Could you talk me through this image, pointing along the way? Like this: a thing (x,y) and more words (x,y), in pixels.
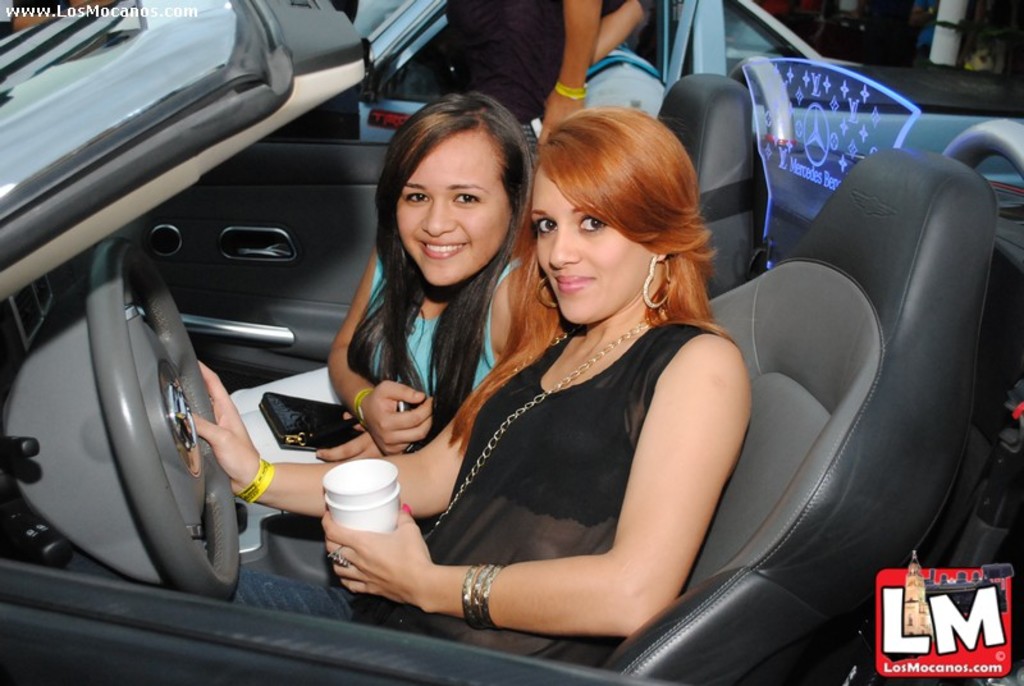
In this image there are two persons (463,385) who are sitting in the car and at the foreground of the image (468,394) there is a person (480,409) wearing black color dress (525,455) holding glass (380,499), steering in her hands (248,463) and there is a person (366,425) wearing blue color dress (415,360) holding wallet (315,425) in her hands (383,389).
